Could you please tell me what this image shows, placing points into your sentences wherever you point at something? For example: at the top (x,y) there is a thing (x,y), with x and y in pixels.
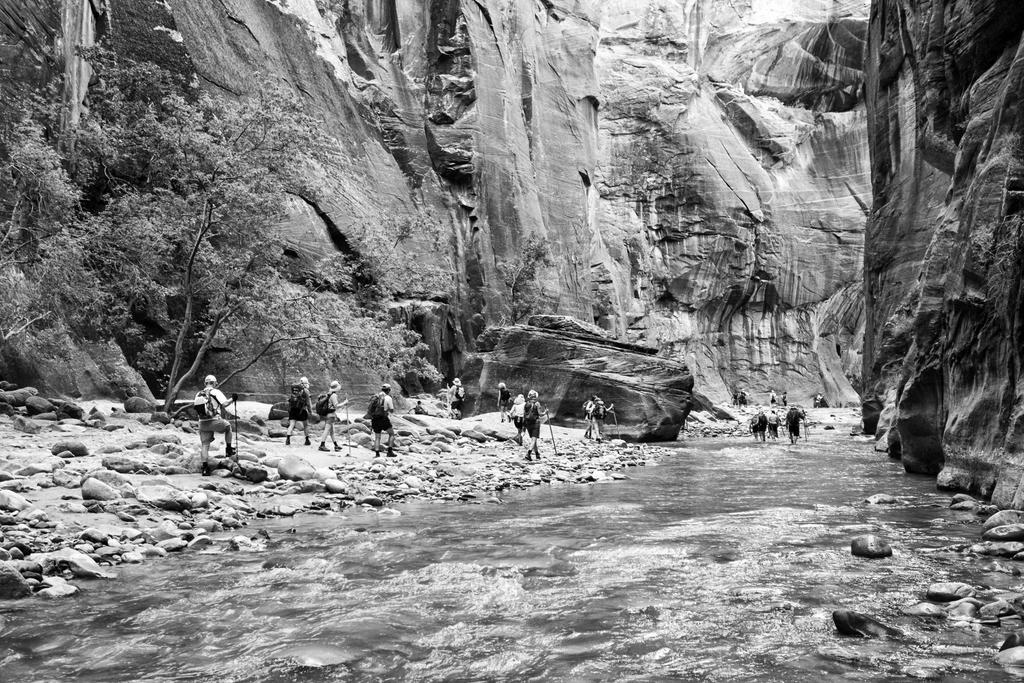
This is a black and white image. We can see there are groups of people (382,430). Behind the people (308,398) there are trees (211,248) and hills (468,34). On the right side of the image (757,517), there are stones (866,552) and water (552,584).
